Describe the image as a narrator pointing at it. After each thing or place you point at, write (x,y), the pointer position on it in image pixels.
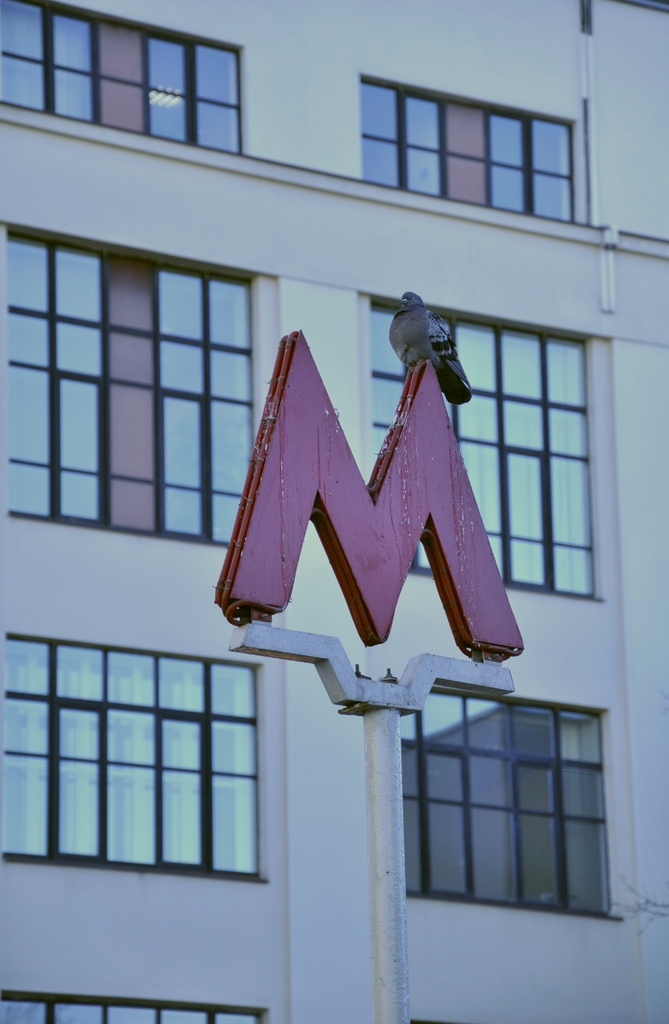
There is a pole (391,919) and there is 'M' (446,487) on it. A bird (446,385) is present. There is a building (474,339) at the back (538,771) which has many windows (484,181).
